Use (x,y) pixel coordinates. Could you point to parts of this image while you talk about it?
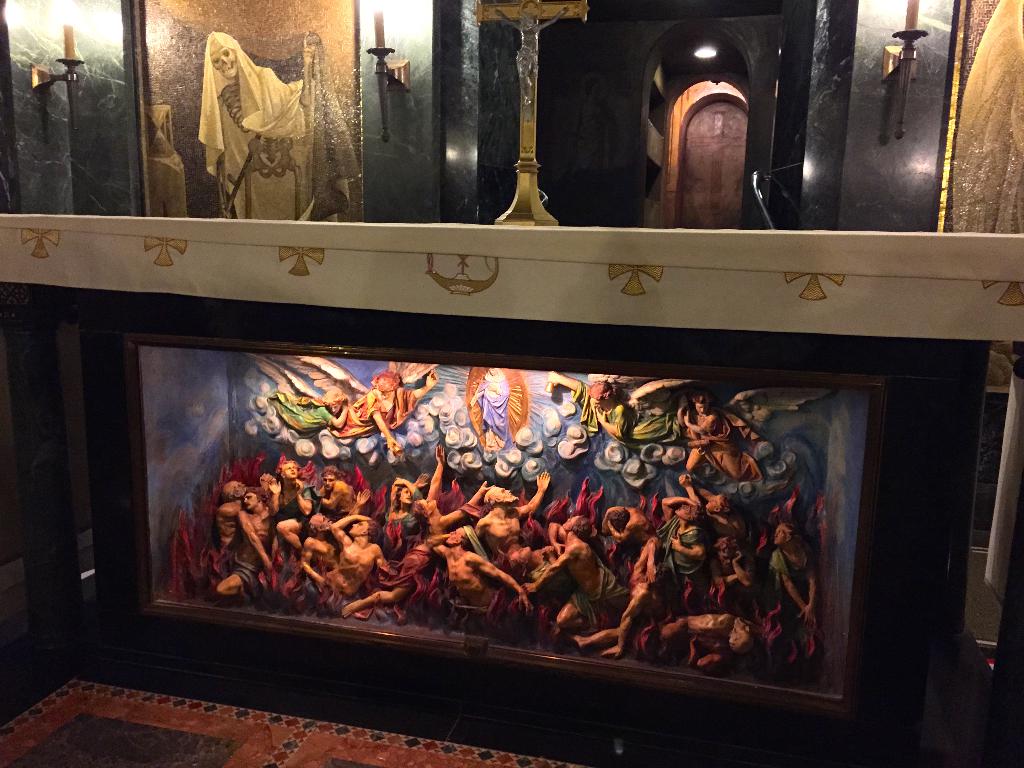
In this image there is a frame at the bottom (608,558). In the frame (251,430) we can see there are so many persons (508,582). At the top (295,96) it seems like there is a image of a ghost (244,127). In the middle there is a cross symbol (526,102). On the left side (34,71) top there is a candle (70,50) on the candle stand (64,61). On the right side (912,55) top there is another candle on the candle stand (897,57).
